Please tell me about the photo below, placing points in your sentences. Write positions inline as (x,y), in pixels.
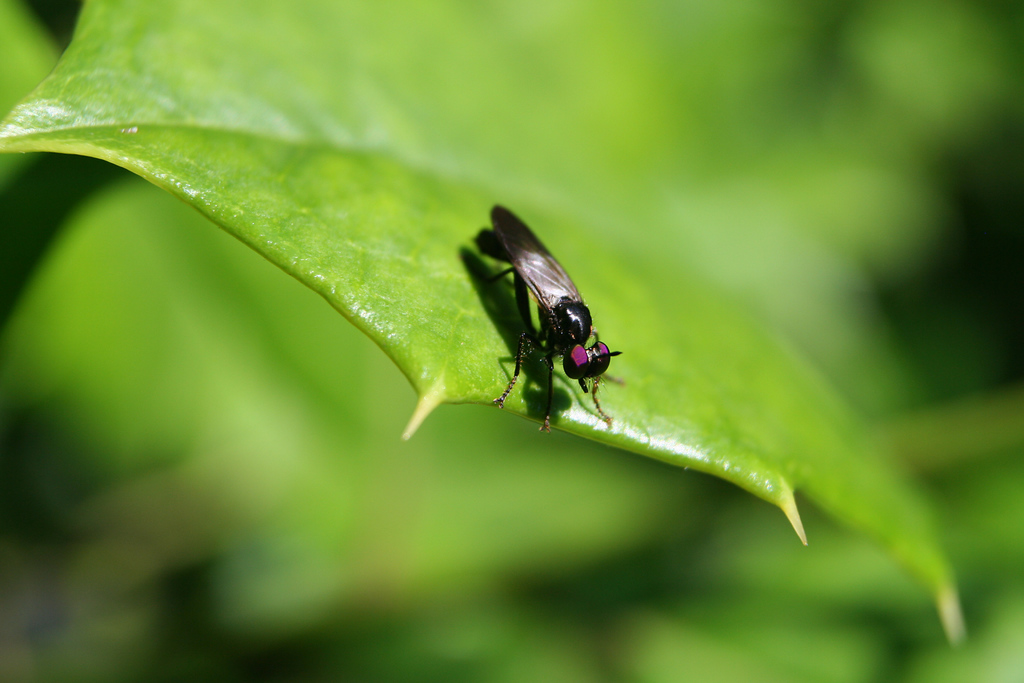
In this picture I can observe an insect (541,284) on the leaf (331,218). This insect (523,305) is in black color and the leaf (495,310) is in green color. The background (177,335) is blurred which is in green color.
